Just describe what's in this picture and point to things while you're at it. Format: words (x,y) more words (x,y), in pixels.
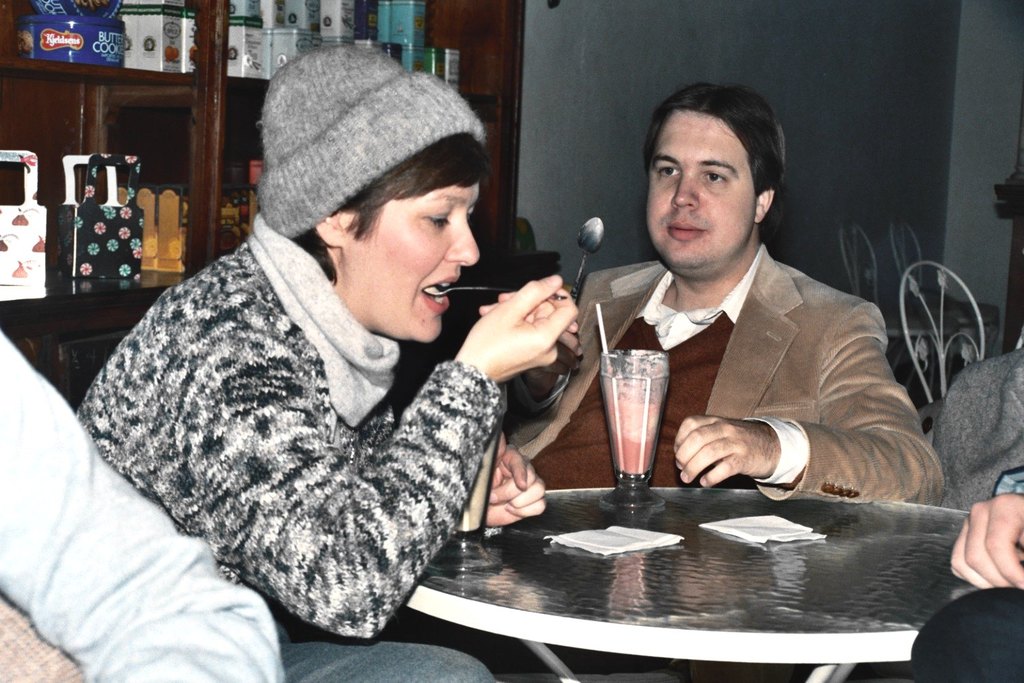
In this image I can see the persons (566,358) sitting in front of the table (692,591). Among them one person (397,285) is eating. At the back (513,89) there is a cupboard (157,83). There are some objects (140,225) in the cupboard (173,77).
